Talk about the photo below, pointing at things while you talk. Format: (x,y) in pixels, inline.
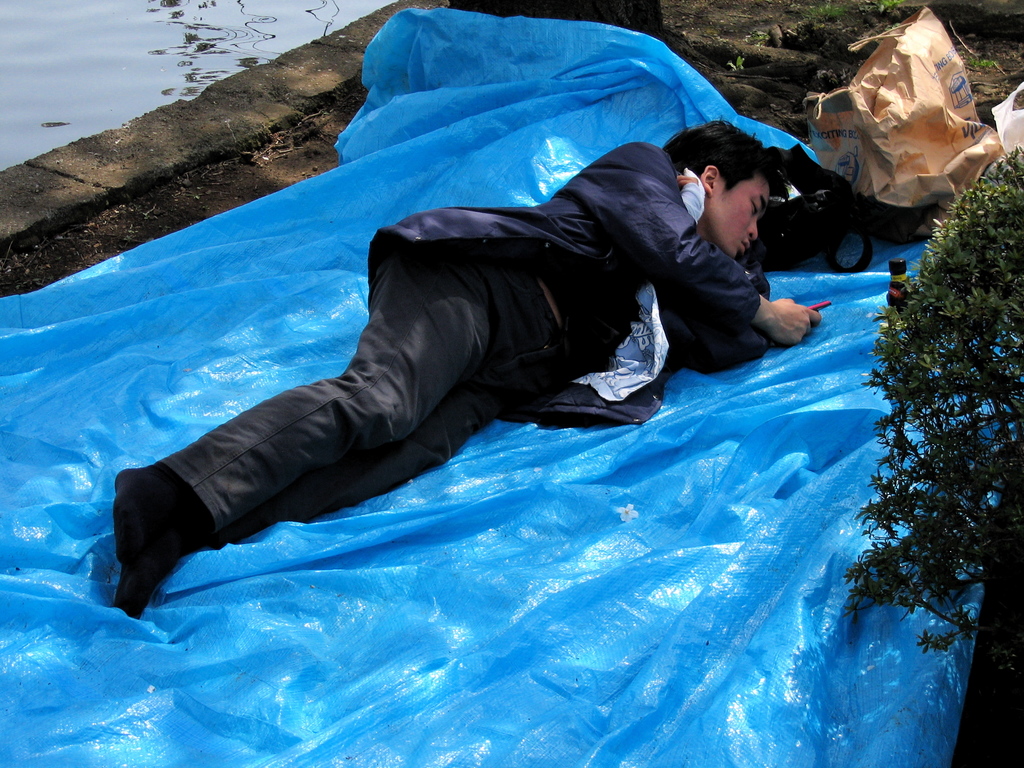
In the center of the image (409,359) we can see a man (522,355) lying on the sheet (697,417). On the right (917,504) there is a plant (915,526). In the background (927,119) we can see covers (932,80). On the left (72,48) there is water (93,106).
